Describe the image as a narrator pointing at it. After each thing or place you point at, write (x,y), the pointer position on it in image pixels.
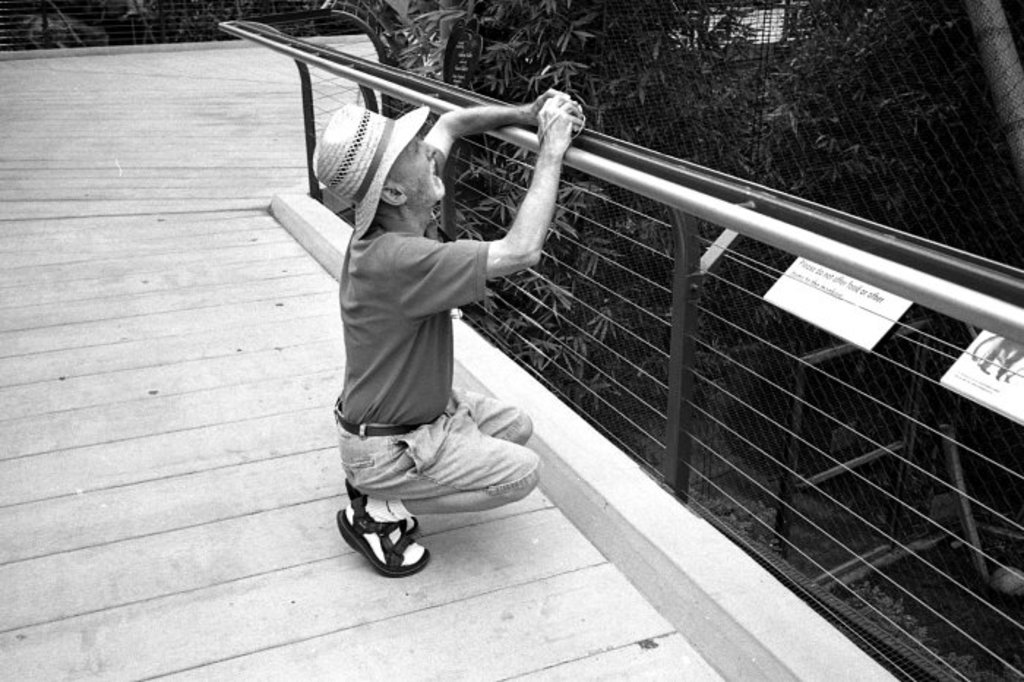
In this picture I can see a man (359,211) in front (361,257) who is wearing a hat (374,162) and he is on the path (60,239). On the right side of this image (712,296) I see the fencing (804,347) and I see few plants (581,30) and on the center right of this image (899,318) I see 2 boards (844,331) and I see that this is a black and white image.
